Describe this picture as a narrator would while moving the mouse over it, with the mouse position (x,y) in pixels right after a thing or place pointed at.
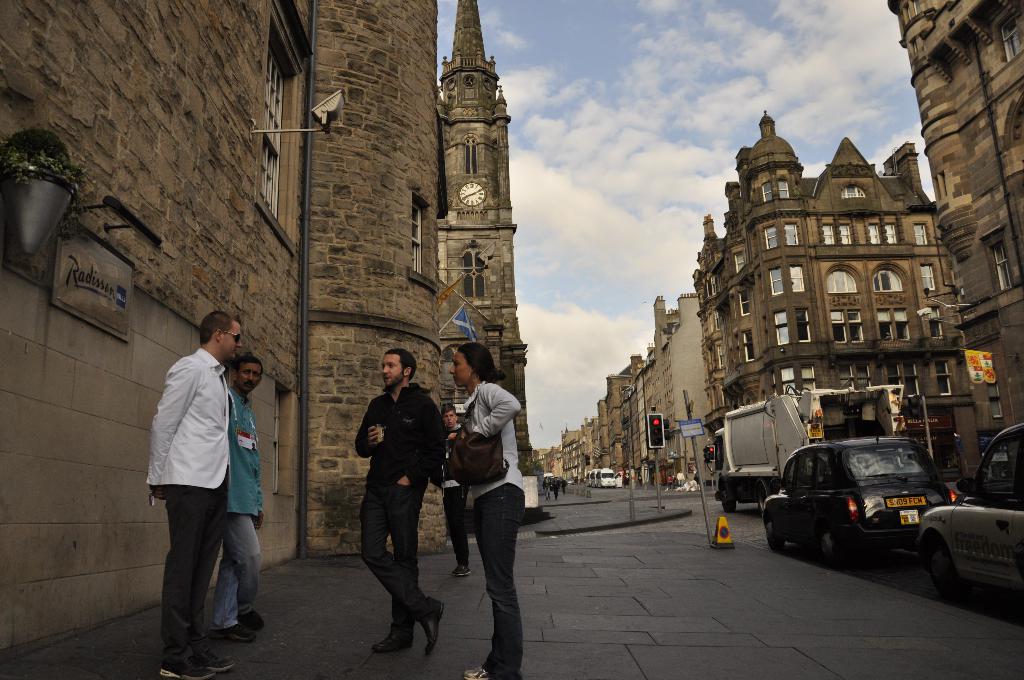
In this image, we can see few people (476,496) are standing on the walkway (545,632). Here a woman (505,459) is wearing a bag (473,453) and a man (414,461) is holding some object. Background (986,420) we can see buildings (458,400), walls (436,340), plants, flag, banner (985,367), traffic signal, windows (1001,259), poles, road (635,486) and vehicles (994,551). Here we can see the cloudy sky (620,174). In the middle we can see a clock (467,193) on the wall (491,178).
